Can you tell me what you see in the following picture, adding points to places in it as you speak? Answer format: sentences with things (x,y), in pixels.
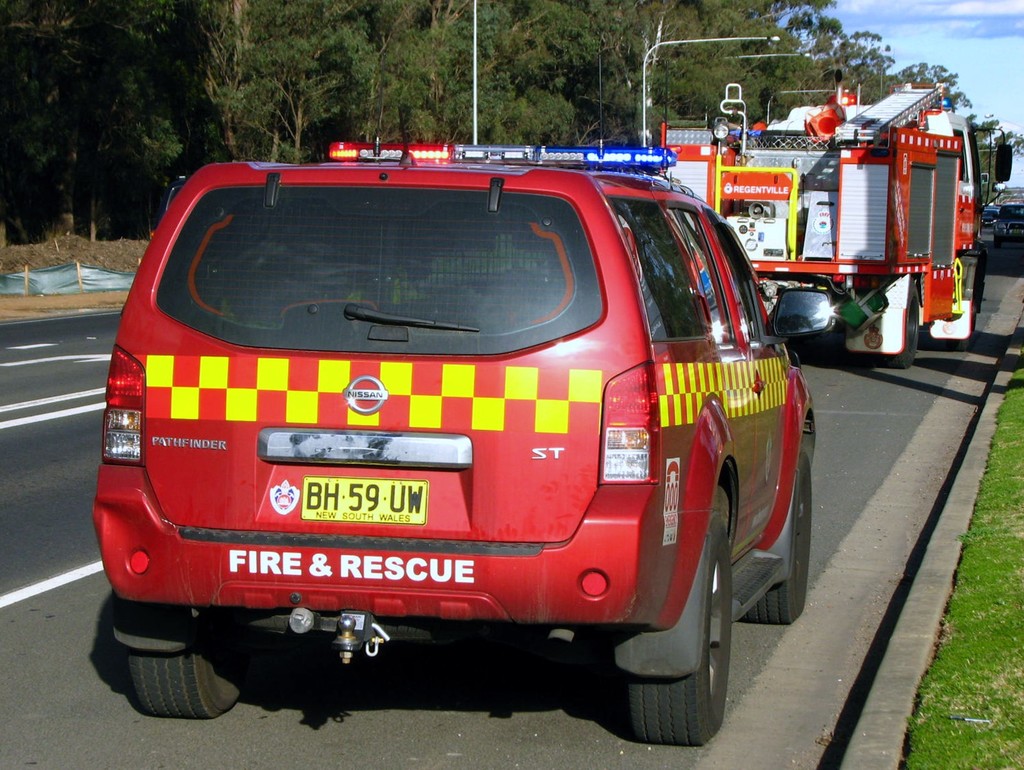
This image is taken outdoors. At the top of the image (926,60) there is the sky (991,90) with clouds (911,13). In the background (224,107) there are many trees (696,106). There is a fence (85,271). There are a few poles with street lights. On the right side of the image (976,662) there is a ground (973,663) with grass (968,619) on it. In the middle of the image (485,287) a few vehicles (264,281) are parked on the road (815,479).
